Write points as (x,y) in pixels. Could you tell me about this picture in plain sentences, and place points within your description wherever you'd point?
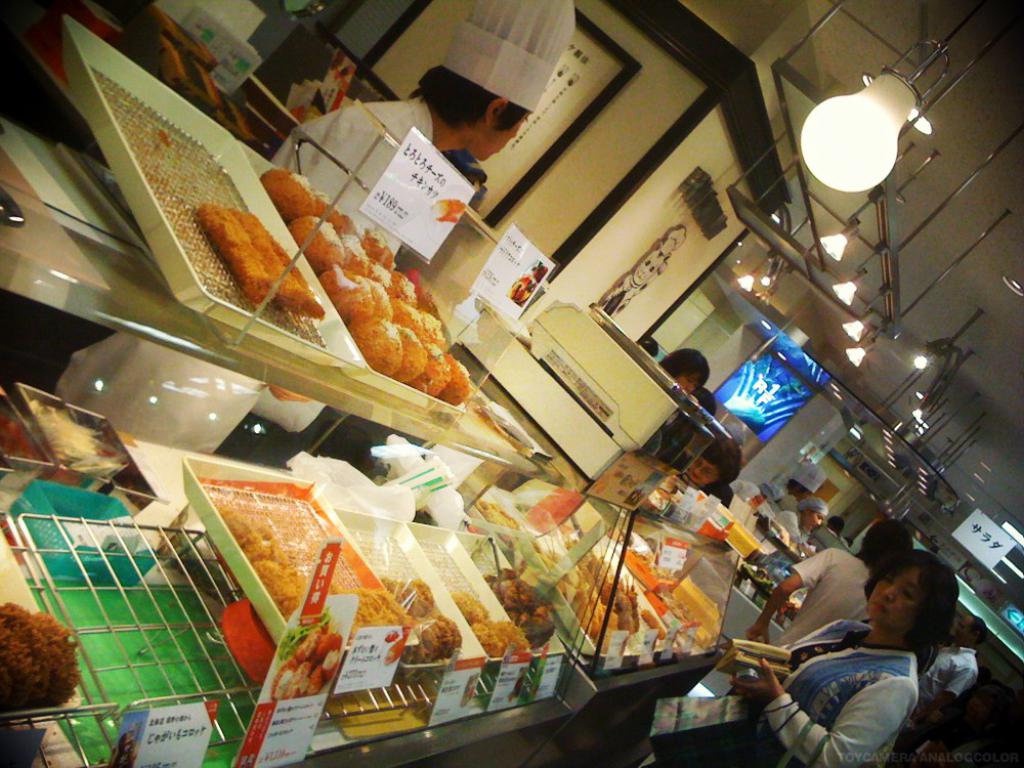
In the foreground (417,391) I can see a group of people (824,607) and food items trays (654,575) on a table (654,675). In the background (780,186) I can see a wall (673,205), metal rods (740,196) and lamps (887,78). This image is taken in a shop (955,404).
